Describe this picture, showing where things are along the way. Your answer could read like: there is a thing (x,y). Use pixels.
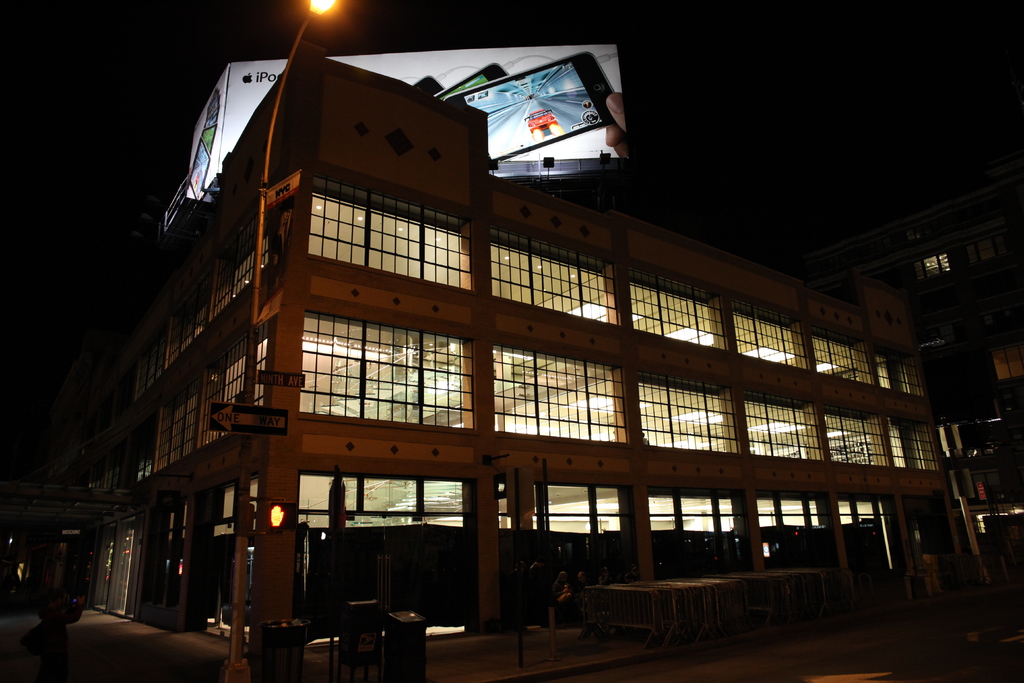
In this picture we can see a few dustbins (420,678) and barricades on the path (327,660). We can see the direction boards (215,405) and a signboard (284,374) on a pole (248,441). There are a few people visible in front of the building (823,313). We can see a few lights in this building (325,399). There is a person (65,646) visible on the left side (48,642). Another building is visible on the right side (940,274).
